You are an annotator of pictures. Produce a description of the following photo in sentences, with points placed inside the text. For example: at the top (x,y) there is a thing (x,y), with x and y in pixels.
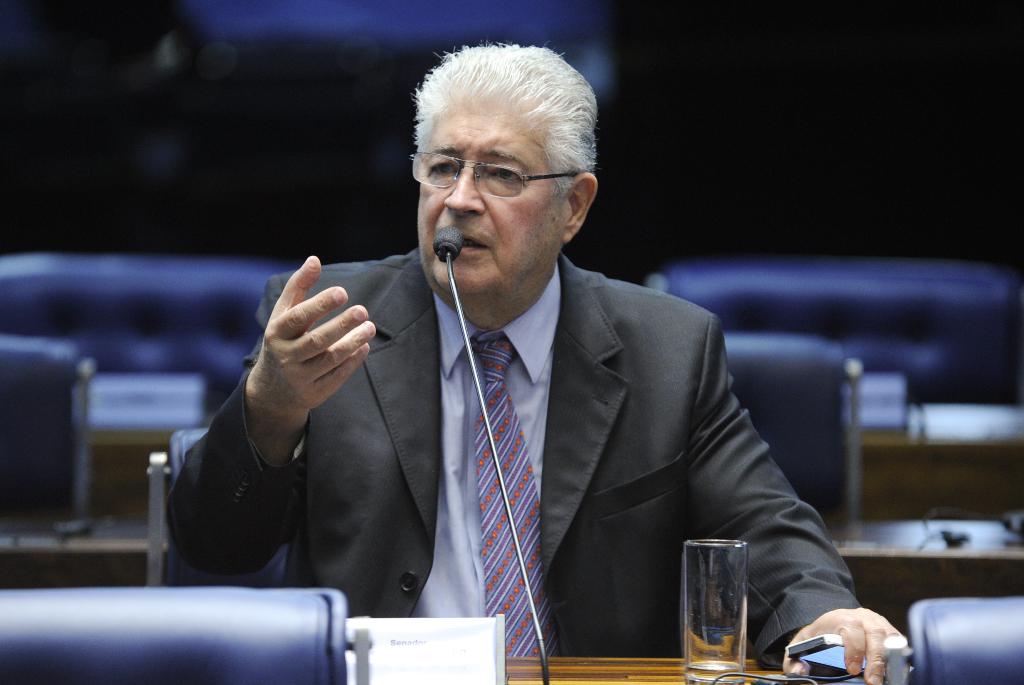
In this image we can see a person (450,398) talking, there are some chairs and the tables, on the tables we can see some name boards (485,632), water glass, mic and some other objects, in the background (765,94) it is dark.
